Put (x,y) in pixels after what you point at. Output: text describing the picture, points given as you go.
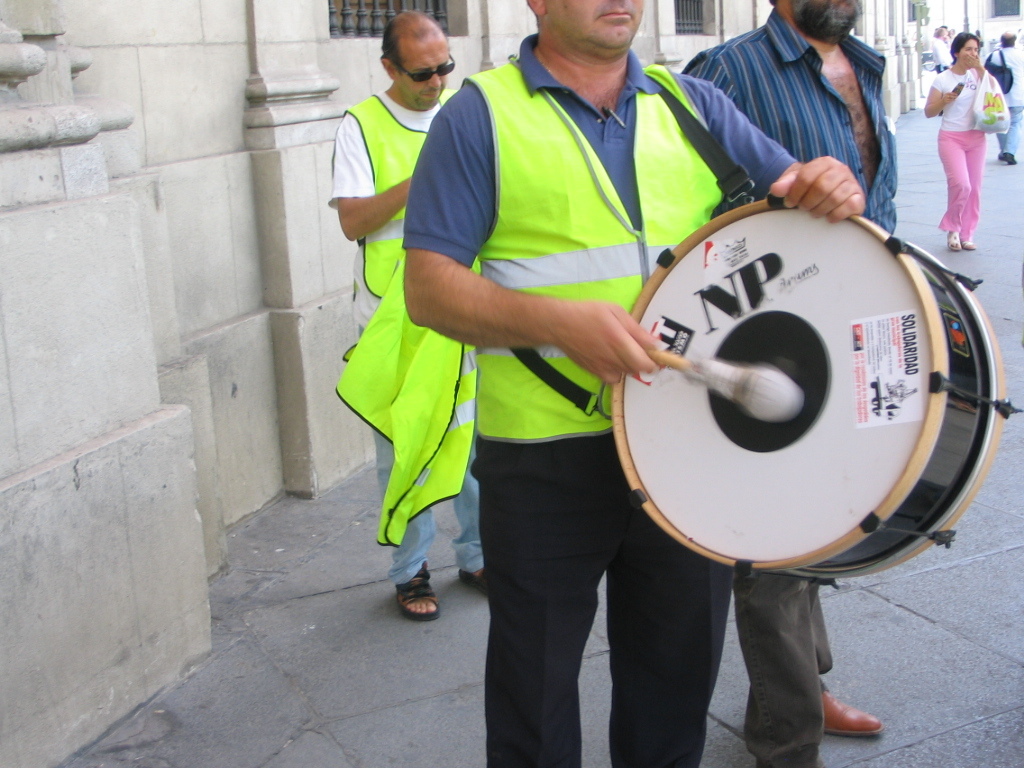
In this image we can see a person (624,351) playing a musical instrument (698,342). Behind the person (601,359) we can see two persons (820,75) and a wall (311,94) of a building (59,195). In the top right (931,89), we can see a building (990,27) and few persons (970,98) walking and the persons (965,98) are carrying objects (980,89).
